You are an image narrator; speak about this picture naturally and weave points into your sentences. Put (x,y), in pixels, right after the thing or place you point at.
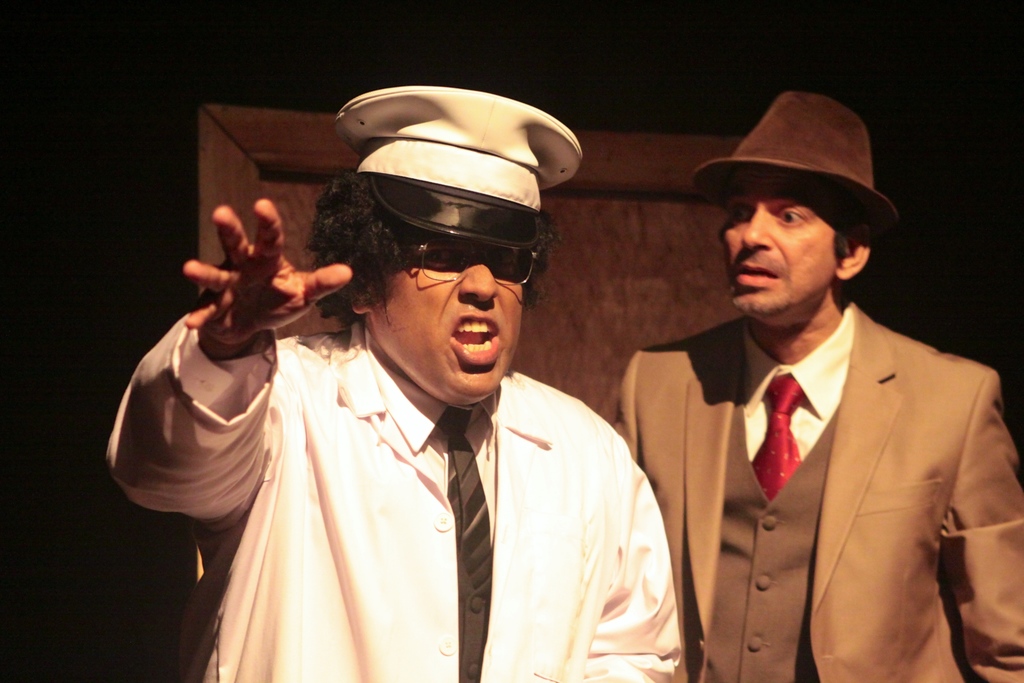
This picture might be taken inside the room (601,363). In this image, in the middle (455,381), we can see a man (553,454) wearing a white color dress (578,508) is standing. On the right side (744,580), we can also see another man (749,609) is standing. In the background (637,253), we can see a wood wall (709,246) and black color.
